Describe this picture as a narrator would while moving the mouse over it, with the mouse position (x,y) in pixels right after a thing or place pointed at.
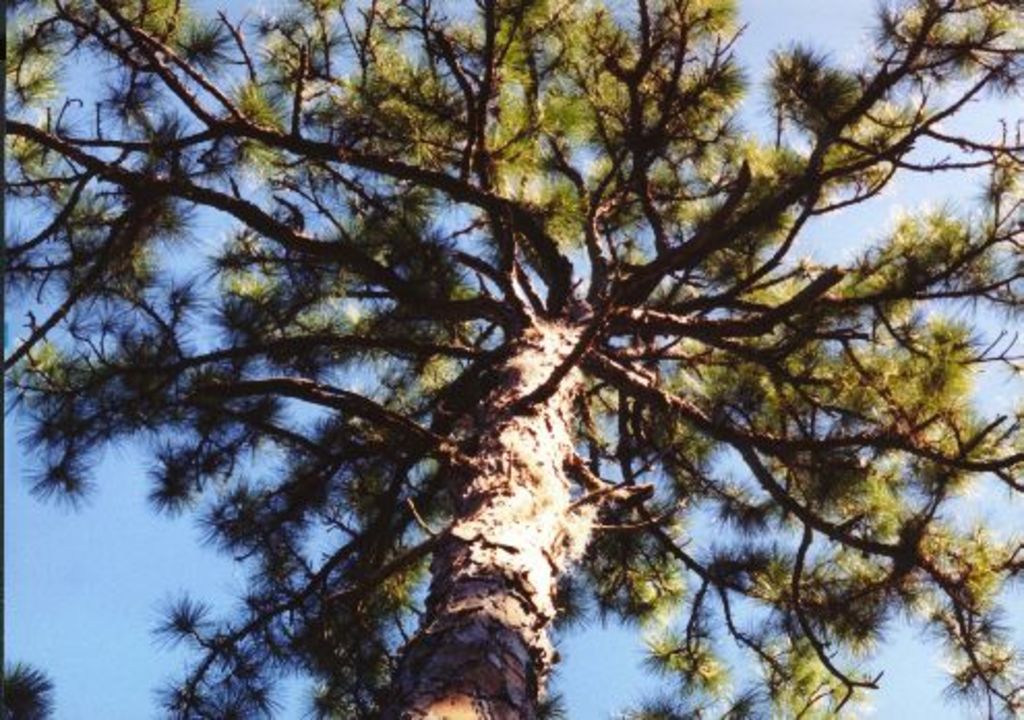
This image consists of a tree (849,333) along with green leaves (436,371). In the background (70,571) there is sky (102,542).
